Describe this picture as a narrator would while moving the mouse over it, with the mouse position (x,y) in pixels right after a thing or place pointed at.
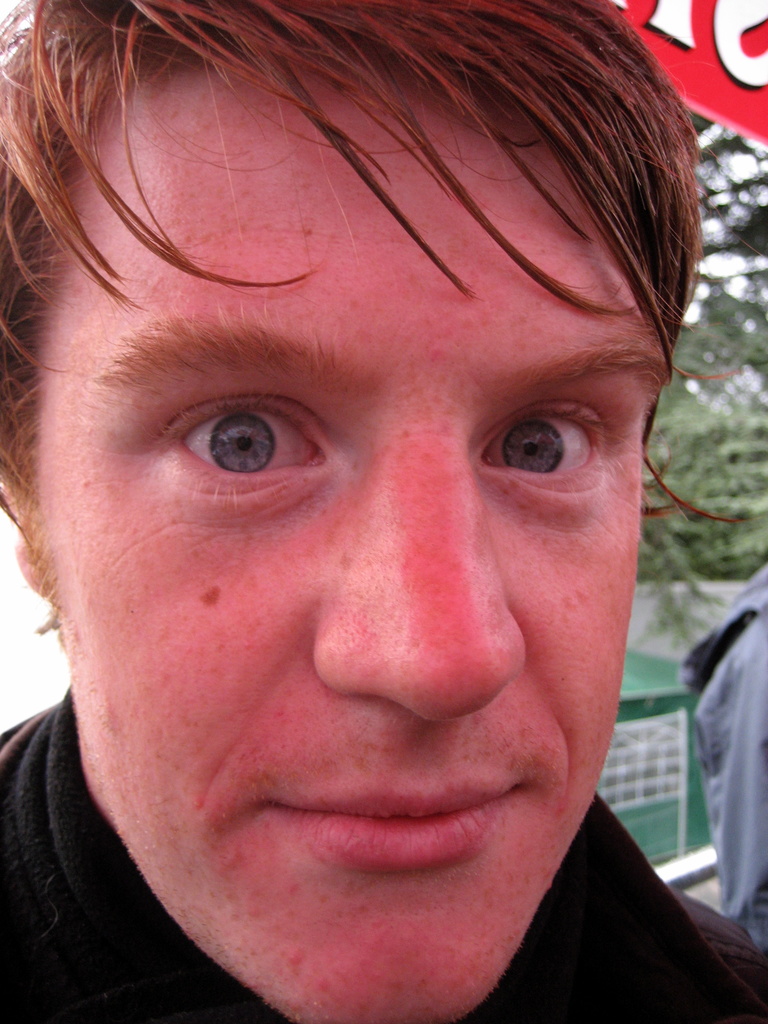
In this image we can see a person's face (335,806). In the background (721,701) there is a person (731,652) and trees (713,414).
